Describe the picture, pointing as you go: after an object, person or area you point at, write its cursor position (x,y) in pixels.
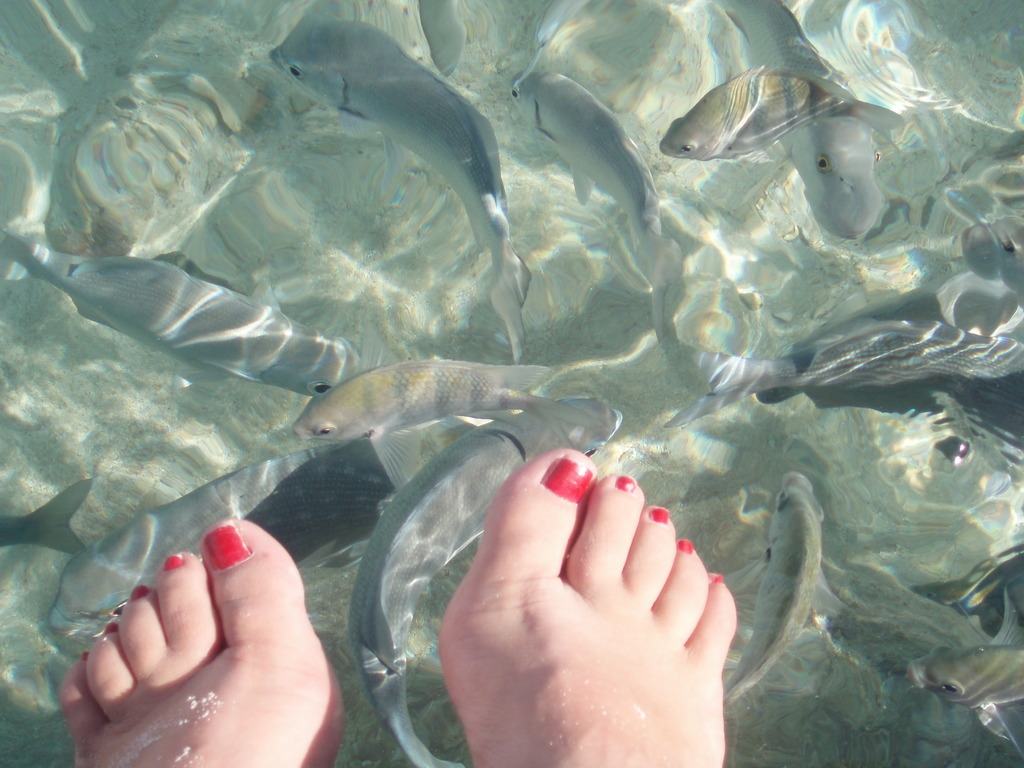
In this image we can see the legs (506,548) of a person (162,758) and fishes (578,101) in the water (463,241).
